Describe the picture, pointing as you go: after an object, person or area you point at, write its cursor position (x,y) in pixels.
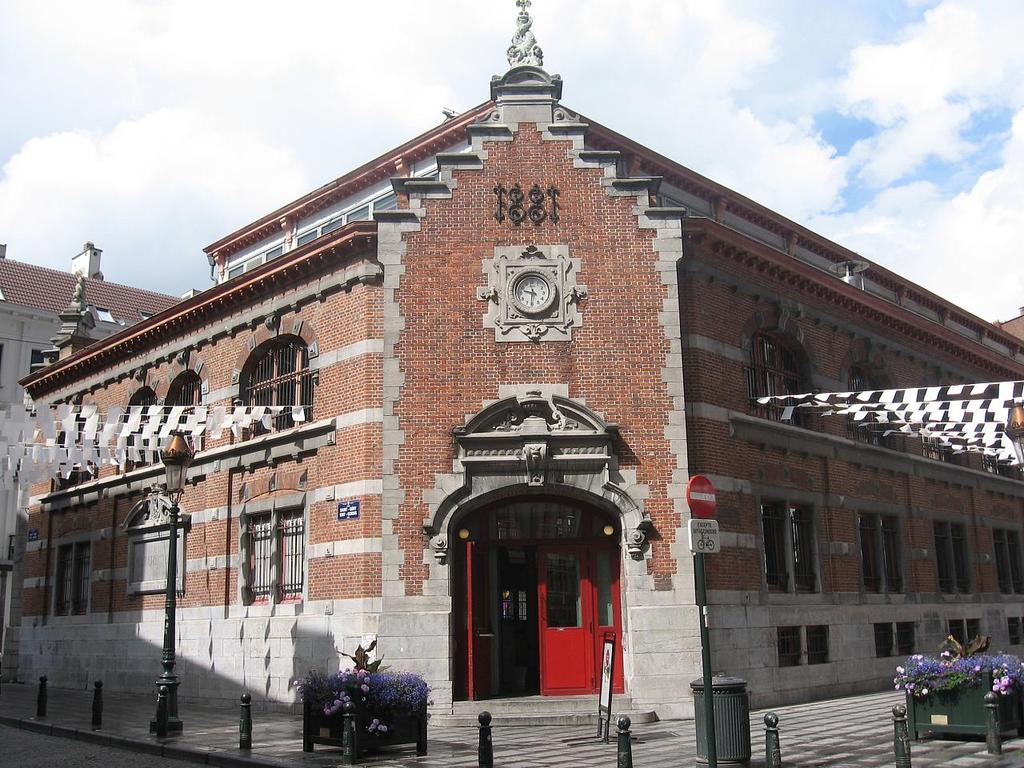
At the bottom of the picture (225,744), we see the pavement (253,751), poles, flower pots (404,719) and a garbage bin (699,745). In the middle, we see a board (604,701) in white color. On the left side (172,721), we see a light pole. On the right side (980,447), we see the flags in white color. In the background (165,507), we see the buildings (444,404) which are made up of brown colored bricks (973,500). We see a red color door (617,660). At the top (289,40), we see the sky (814,153) and the clouds (803,162).
